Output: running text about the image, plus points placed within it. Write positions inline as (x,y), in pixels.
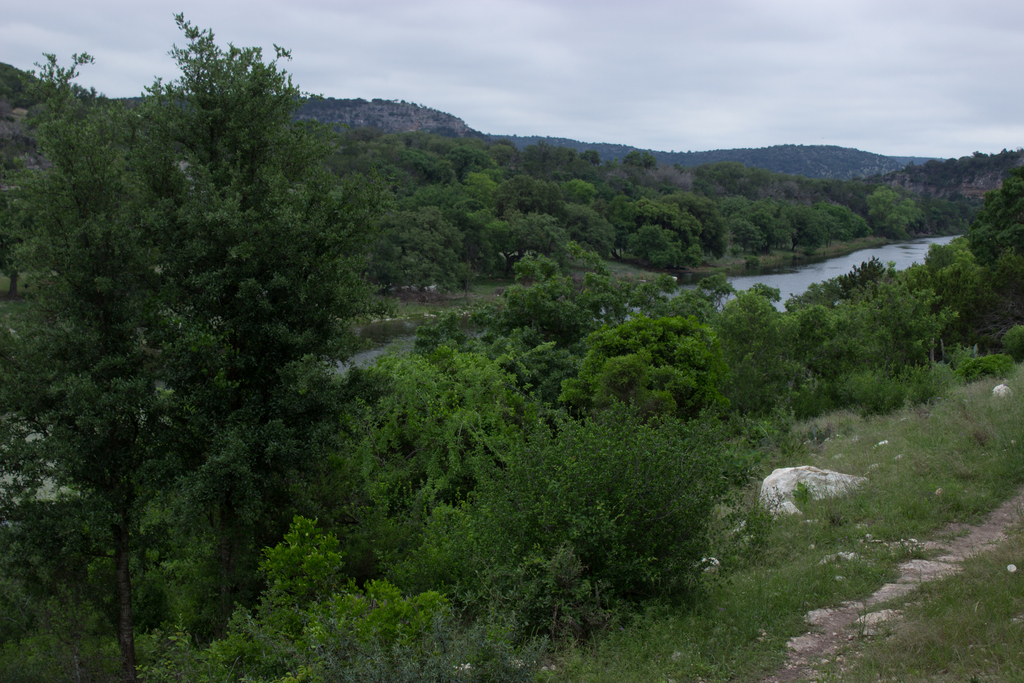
This picture is clicked outside. In the foreground (730,592) we can see the green grass (721,604), plants (500,389) and trees (885,291) and a water body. In the background (654,71) there is a sky (907,92) and the hills (900,178).
